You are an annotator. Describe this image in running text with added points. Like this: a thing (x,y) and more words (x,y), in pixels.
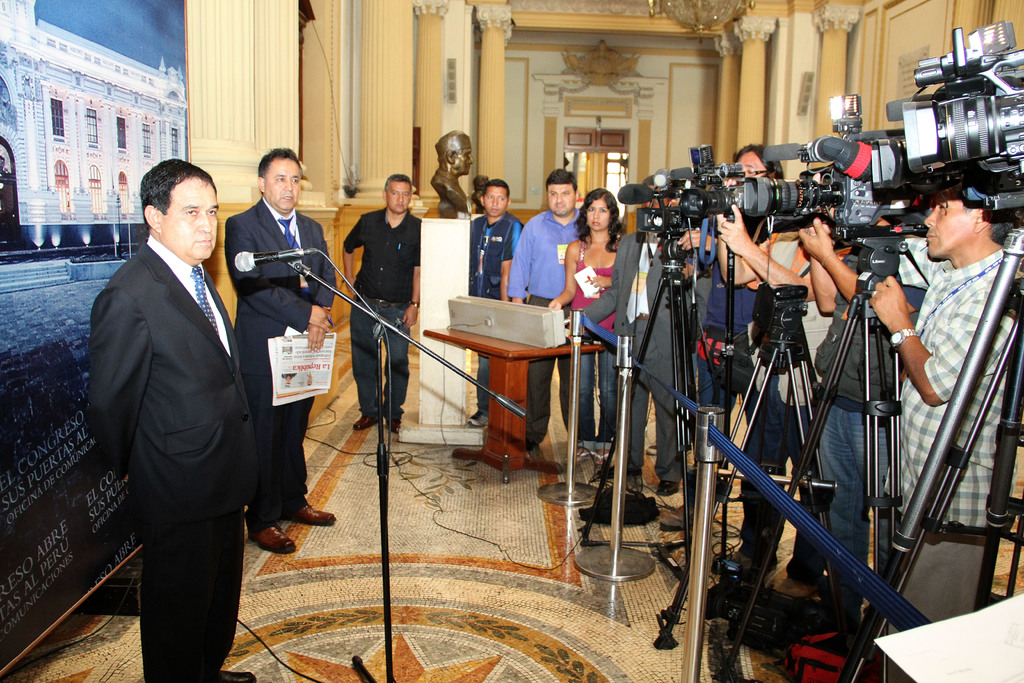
Group of people (288,412) standing and this person (324,307) holding paper (299,356), these persons (946,379) are holding camera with stands (681,447), in front of this person (201,293) we can see microphone (288,258) with stand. On the background (514,88) we can see wall (535,105), pillars (238,62), banner (97,83), statue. This is floor (620,649).
